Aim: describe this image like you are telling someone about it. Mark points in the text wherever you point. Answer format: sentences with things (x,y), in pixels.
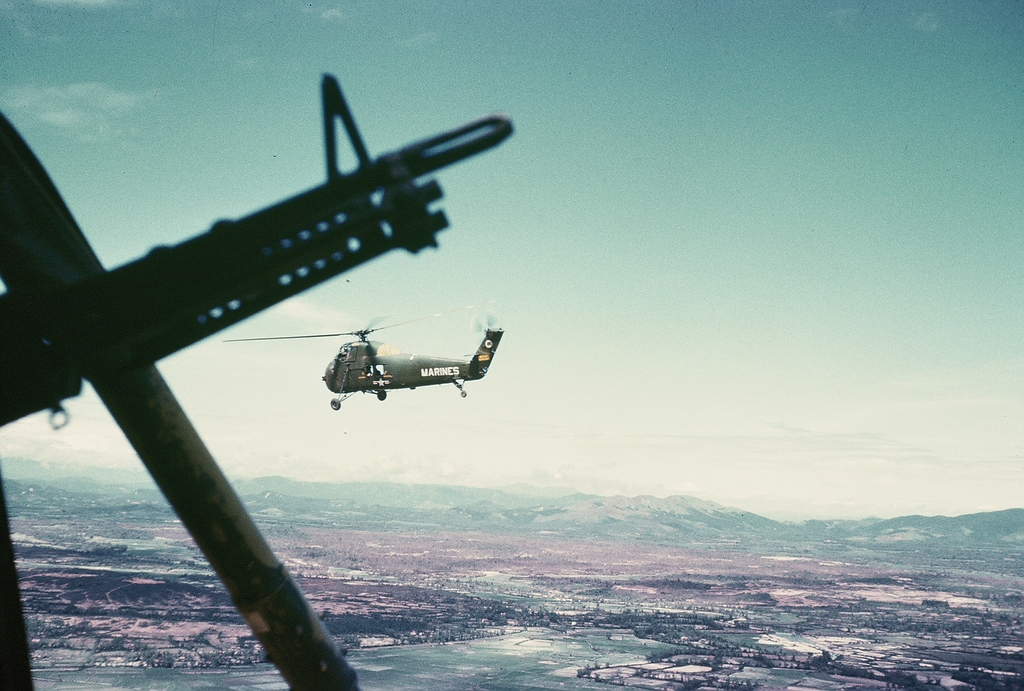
In the picture we can see weapon (41,290) on left side (279,289), there is a helicopter (405,376) which is flying in the sky (463,327) and we can see aerial view and in the background of the picture (140,491) there are some mountains (300,486) and top of the picture (899,109) there is clear sky (639,201).
